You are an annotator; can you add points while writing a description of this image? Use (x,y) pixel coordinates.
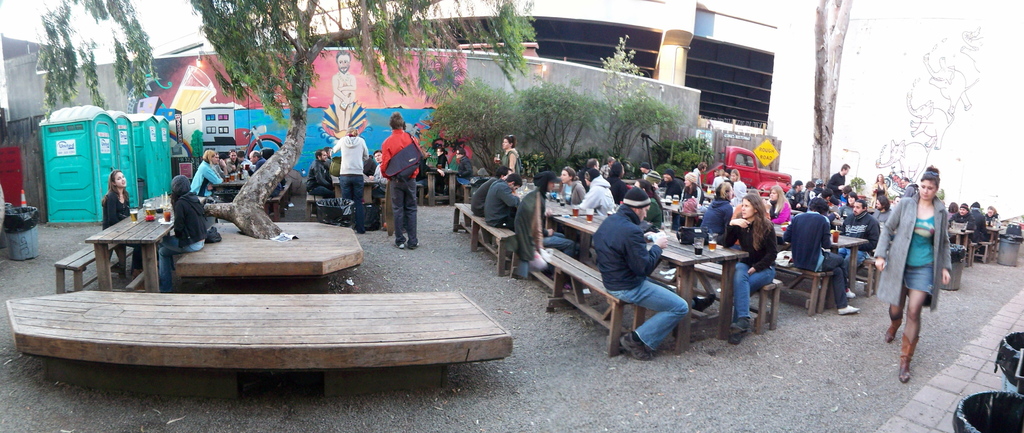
On the left side of the picture (48,205) there are toilets (122,159), benches (202,252), tables (131,237), tree (290,94), dustbin (18,222), paper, drinks (135,219), wall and other food items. In the center of the picture (594,198) there are people (594,198), tables (706,246), beer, food items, benches (586,270), trees (492,138) and other objects (697,231). On the right (980,223) there are people (897,215), tree (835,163), car (771,176), table (847,238), benches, wall (960,195) and food items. On the right (979,413) there are two dustbins (993,410). In the background (604,33) there is a construction (552,34).
